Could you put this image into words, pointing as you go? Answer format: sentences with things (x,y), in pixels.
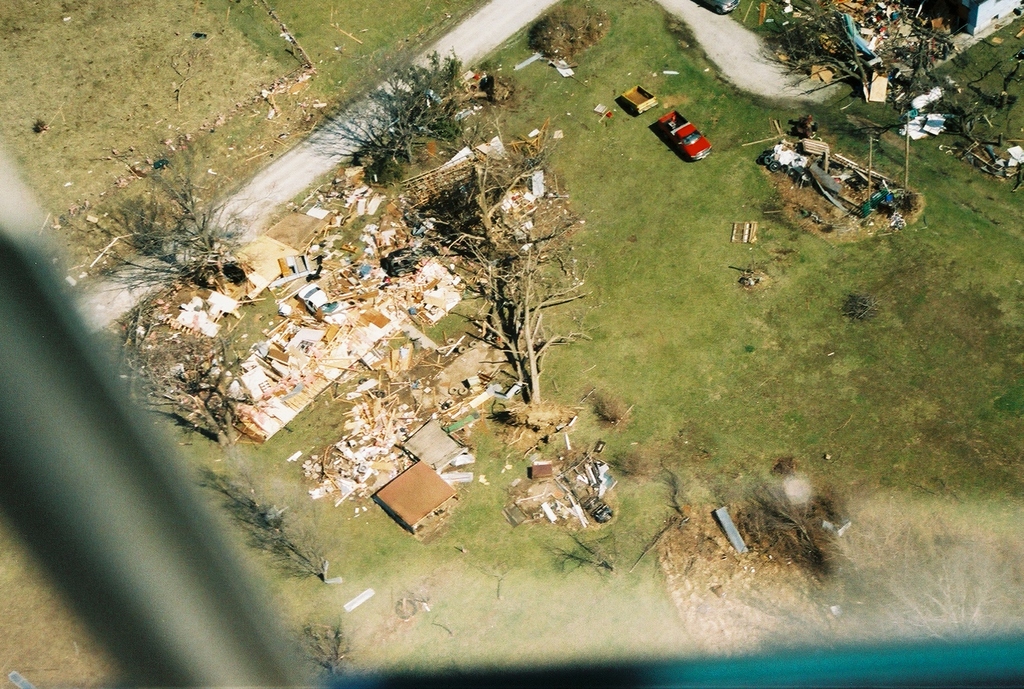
In this picture we can see the grass (595,386), trees (529,345), car (691,145), boxes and some objects (475,183).
